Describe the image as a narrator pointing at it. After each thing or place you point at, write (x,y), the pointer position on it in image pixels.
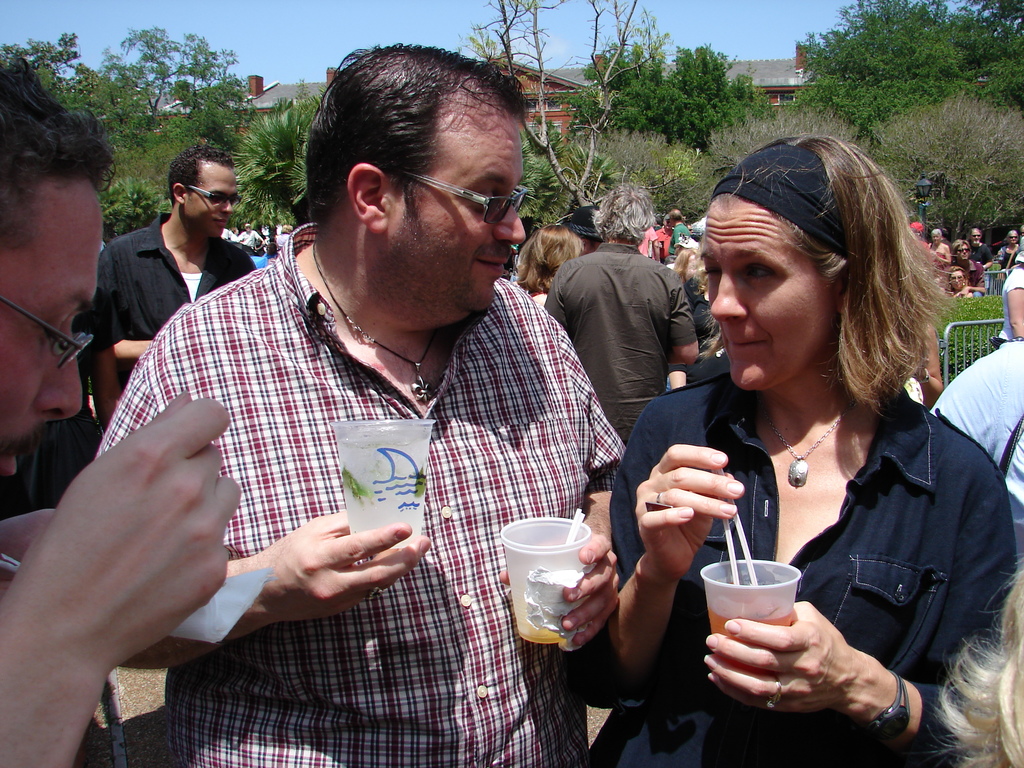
In this image we can see some persons (504,510), glasses (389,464) and other objects (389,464). In the background of the image (142,133) there are some people (577,226), trees (928,147), houses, plants (966,299) and other objects (950,326). At the top of the image (357,39) there is the sky (357,39).
